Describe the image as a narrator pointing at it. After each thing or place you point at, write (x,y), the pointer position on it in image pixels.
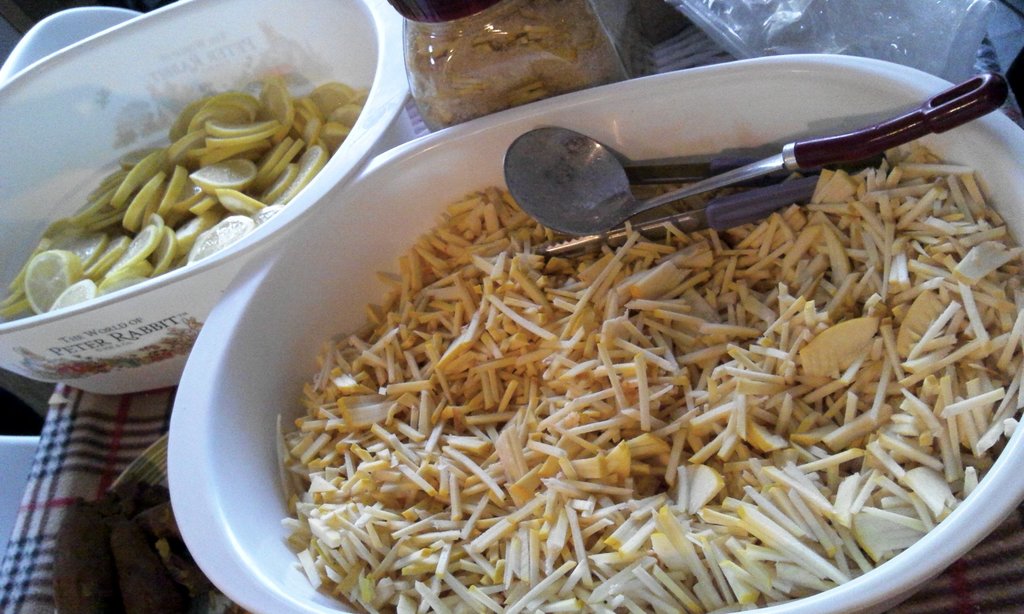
In this image there are bowls (245,314), cutlery (514,188) and a jar (484,114). There is food (258,210) in the bowls (299,210) and a jar (473,104). There is text (102,335) on the bowls (82,336).
